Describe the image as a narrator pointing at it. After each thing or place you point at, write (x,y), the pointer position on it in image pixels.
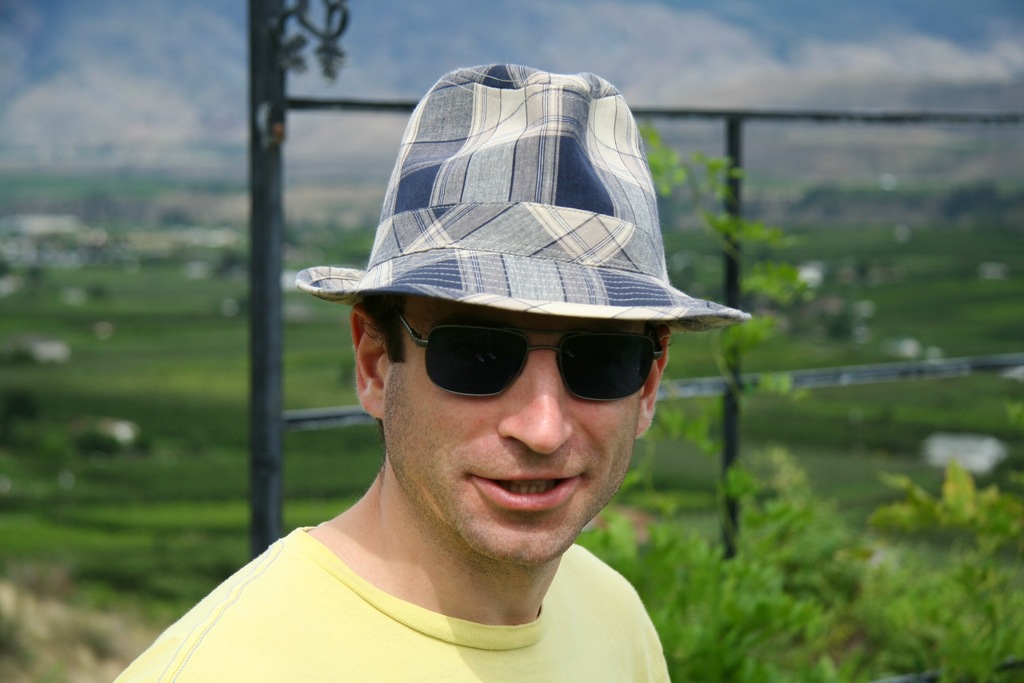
In this picture there is a man (352,564) wearing a yellow t shirt (338,589), spectacles (491,342) and a hat (477,290). Behind him there are iron rods (266,171) and plants (755,534). In the background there is a sky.
